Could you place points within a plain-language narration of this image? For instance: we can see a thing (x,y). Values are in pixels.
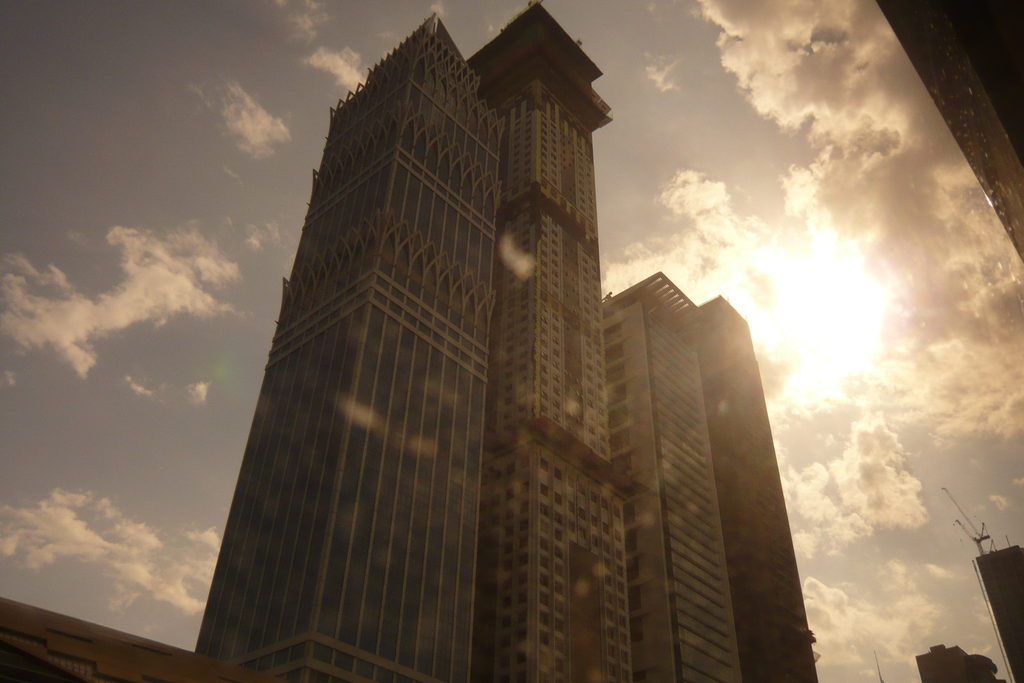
Here we can see buildings (579,639). In the background (858,574) there is sky (874,250) with clouds (750,12).
